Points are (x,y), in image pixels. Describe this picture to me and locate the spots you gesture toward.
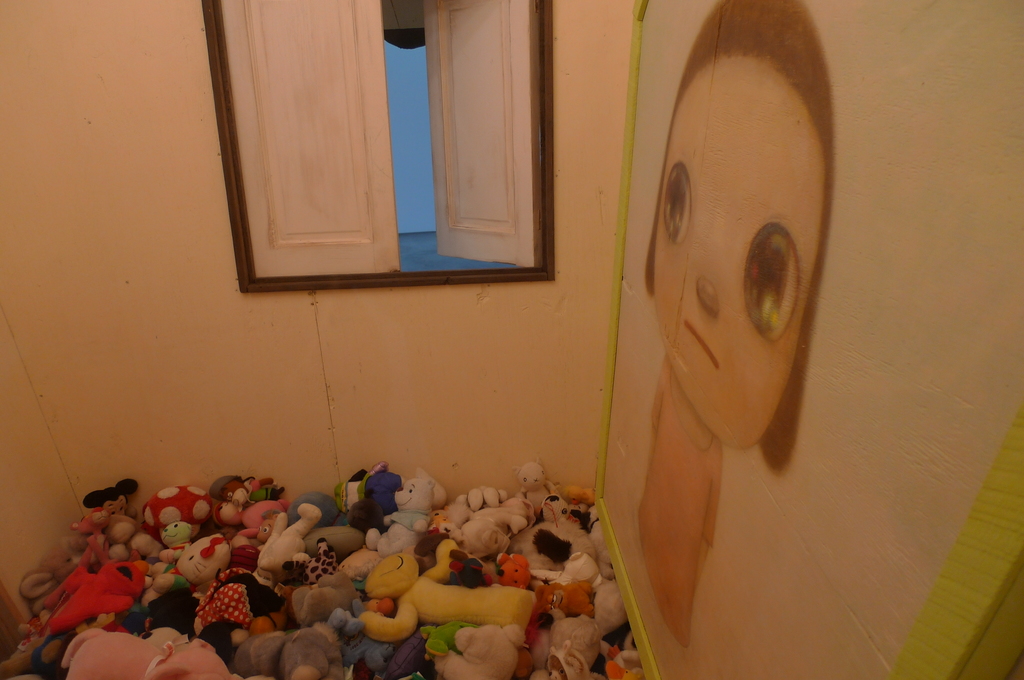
In this image, I can see a window (539,174) with doors (266,266), a wall (340,328) and there is a photo frame (752,525). At the bottom of the image (319,651), I can see the toys (302,610).
